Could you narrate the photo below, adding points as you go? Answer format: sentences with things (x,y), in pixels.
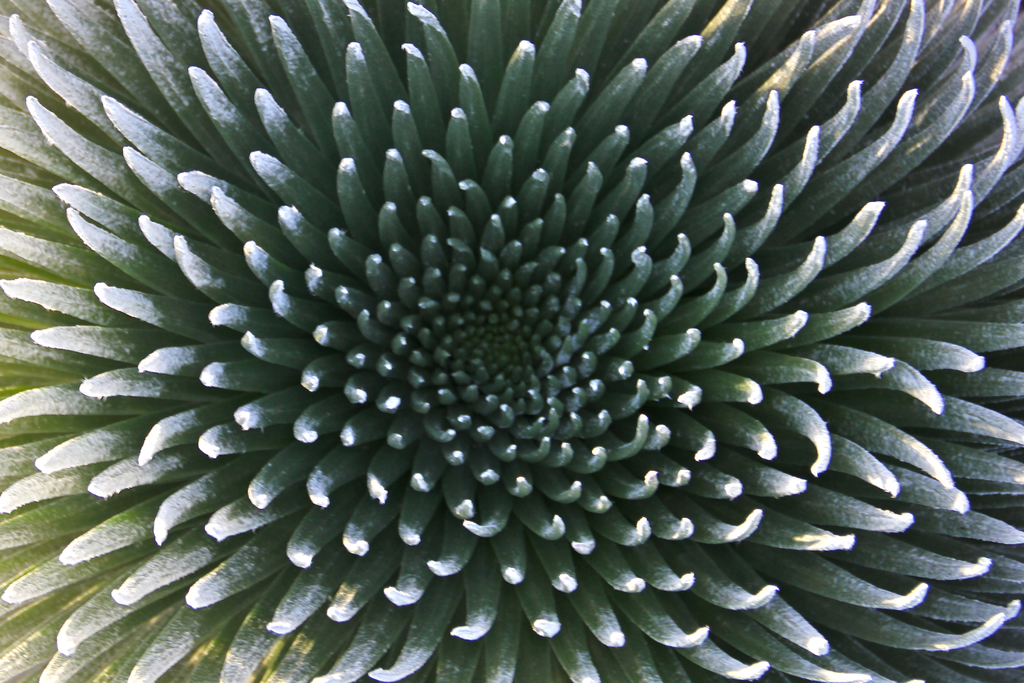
This image is a zoomed in picture of a flower (657,355).
